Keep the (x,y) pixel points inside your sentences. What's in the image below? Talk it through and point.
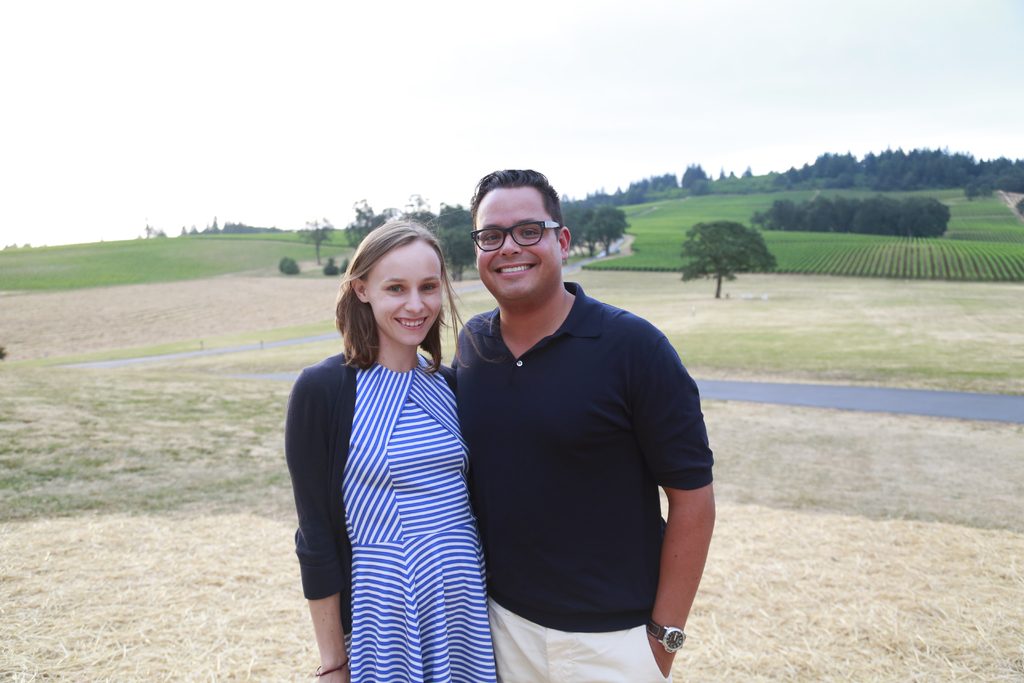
In this picture we can see there are two people (456,500) standing and behind the people (502,384) there are trees (590,210), fields (676,204) and the sky (558,50).
